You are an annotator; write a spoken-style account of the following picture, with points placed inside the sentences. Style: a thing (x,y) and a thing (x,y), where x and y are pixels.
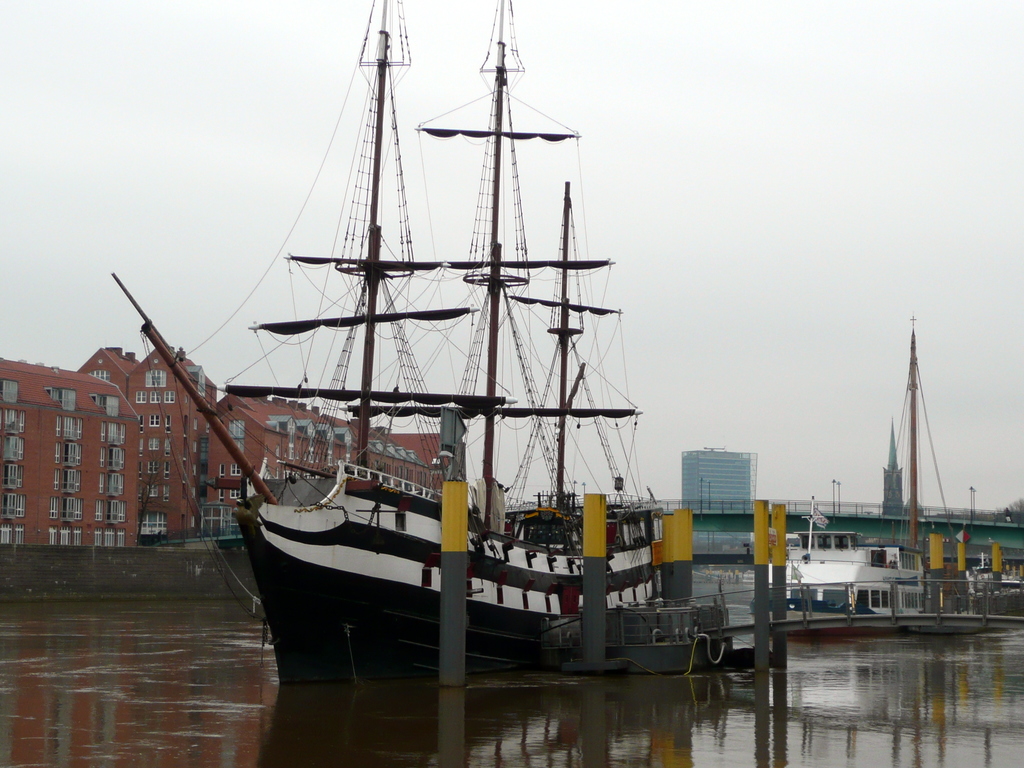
Here there are ships (536,563) in the water (752,702), these are buildings (708,498) and a sky (430,170).
